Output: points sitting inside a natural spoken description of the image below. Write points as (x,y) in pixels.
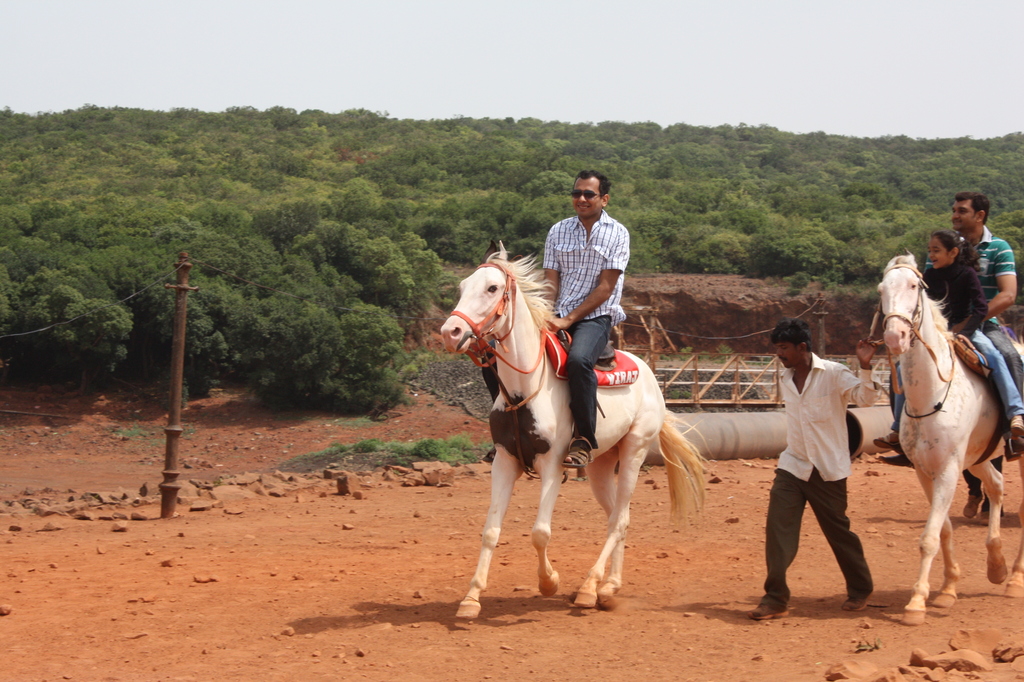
In this picture few people (595,272) are riding the horses (520,350) and a guy (812,422) is catching a horse (912,319). Both are in white color. In the background (194,241) we observe many trees (281,263) and a wooden railing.
